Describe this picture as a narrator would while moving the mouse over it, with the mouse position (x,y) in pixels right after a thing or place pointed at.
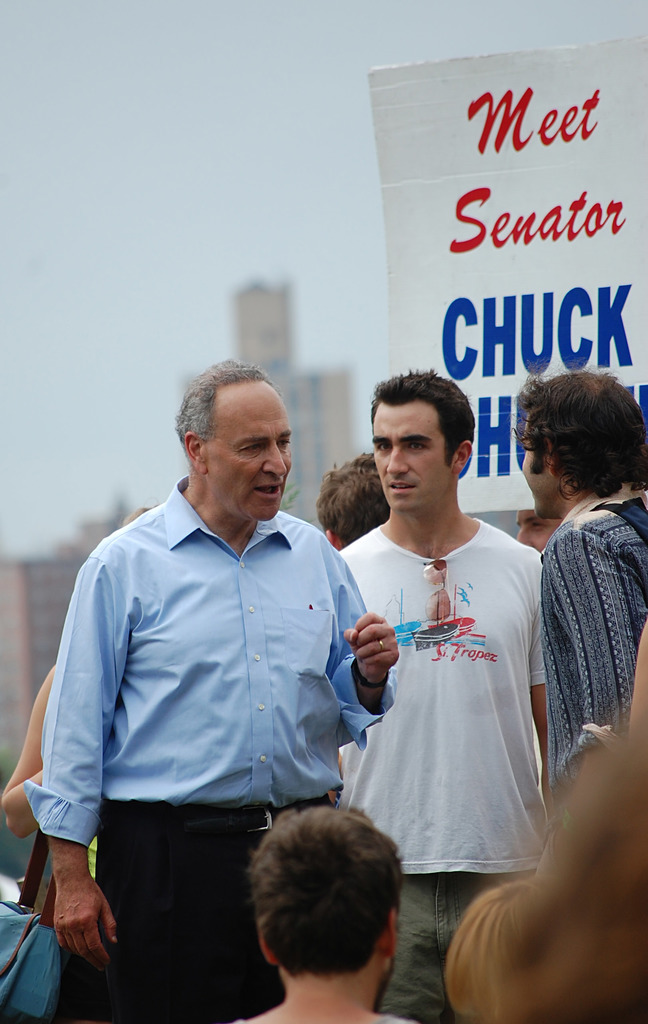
In this image few persons (161,760) are standing. Left side (15,933) there is a person (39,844) carrying a bag (26,924). Right side (432,292) there is a board (452,337) having some text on it. Bottom of the image (535,978) there are few persons (349,881). Background (23,733) there are few buildings (77,573). Top of the image (220,146) there is sky (197,149).
